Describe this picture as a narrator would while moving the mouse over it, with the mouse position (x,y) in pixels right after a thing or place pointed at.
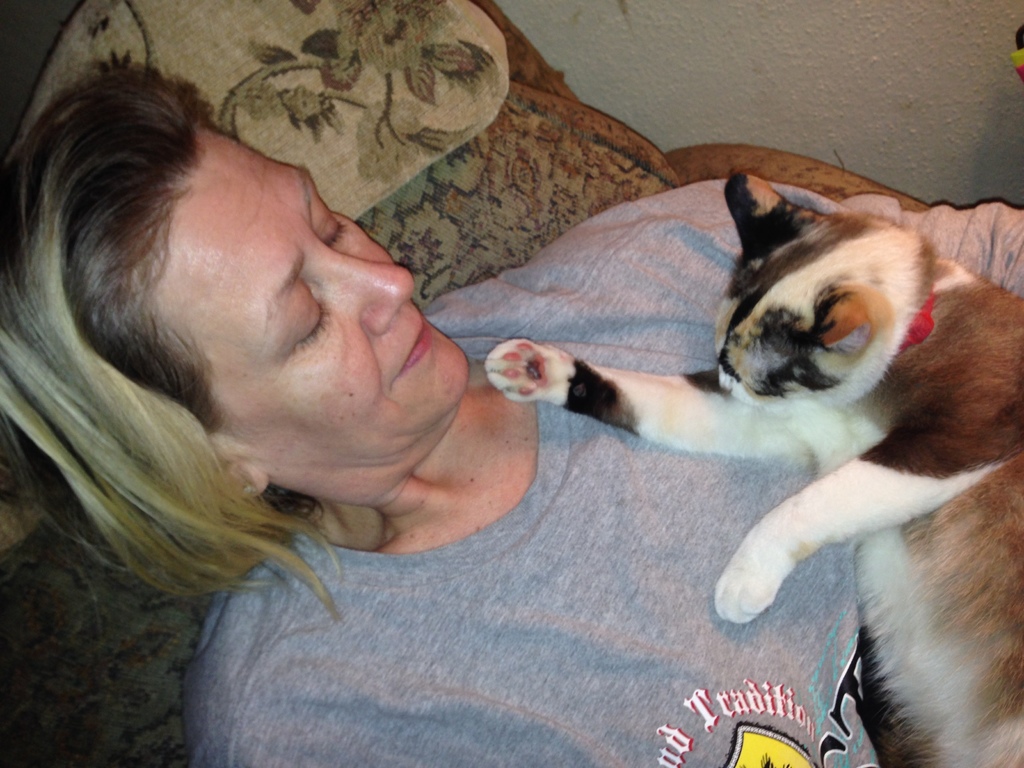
Here we can see one woman (482,288) lying on a blanket (286,154) and there is a cat (939,385) on her. This is a wall (731,79).
